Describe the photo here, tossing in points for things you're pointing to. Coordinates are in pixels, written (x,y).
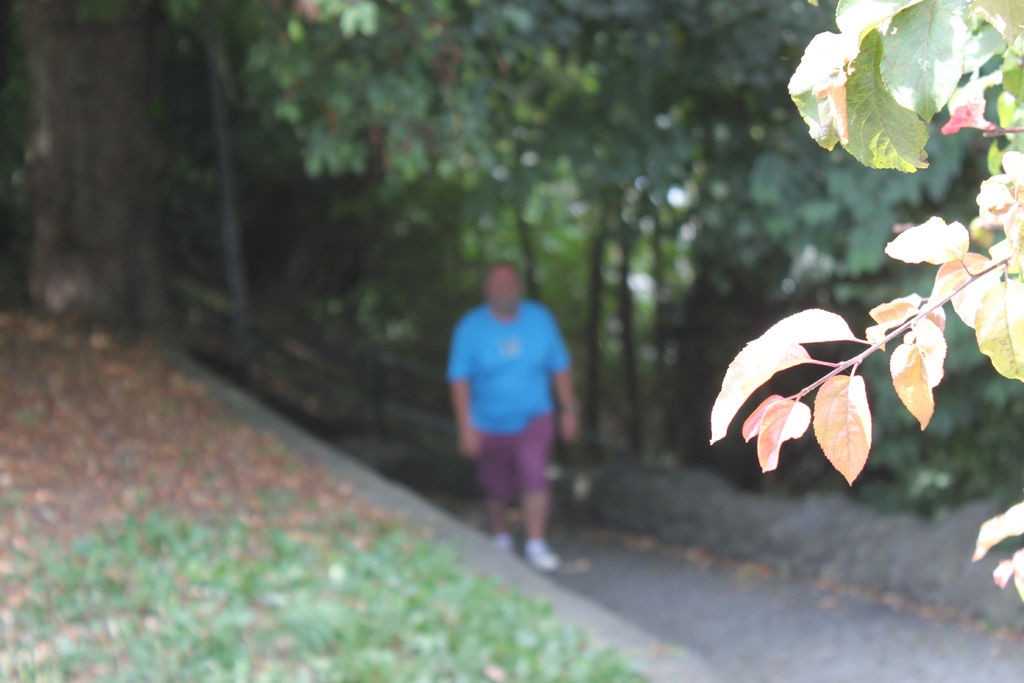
Here in this picture in the front (803,317), on the right side (774,363) we can see branches (873,334) of a plant (943,61) present and in the middle (540,351) we can see a person (547,400) walking over the path (555,552) and we can see part of ground (205,561) is covered with grass (205,561) over there and we can see plants (302,226) and trees (598,226) present all over there.
